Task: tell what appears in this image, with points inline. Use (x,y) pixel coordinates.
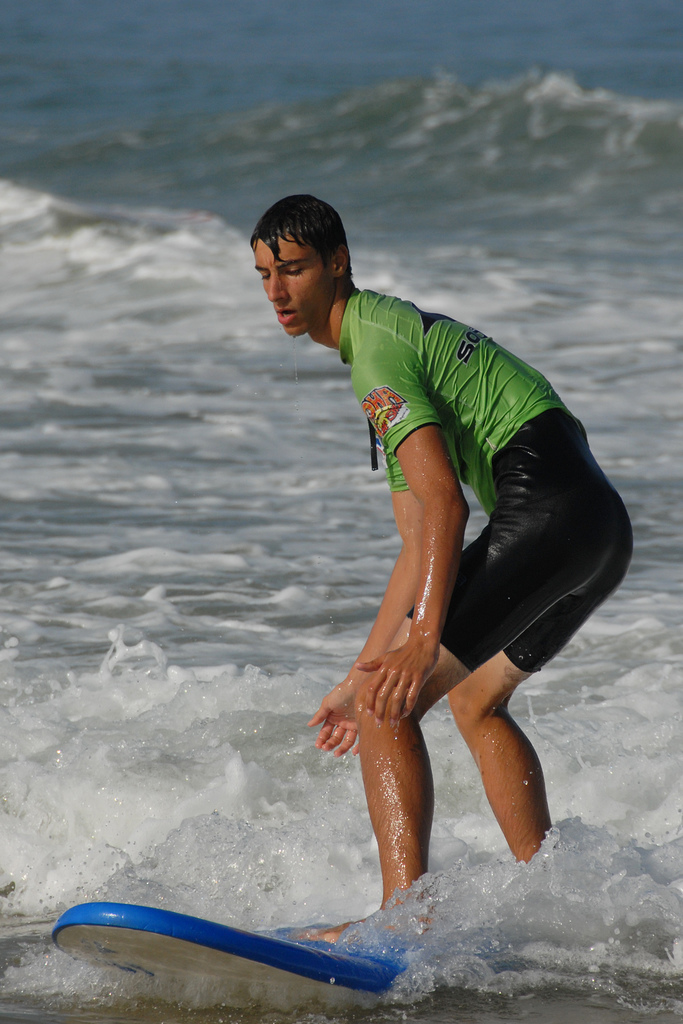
In this image, we can see a man (372,662) surfing on the water (260,900).
